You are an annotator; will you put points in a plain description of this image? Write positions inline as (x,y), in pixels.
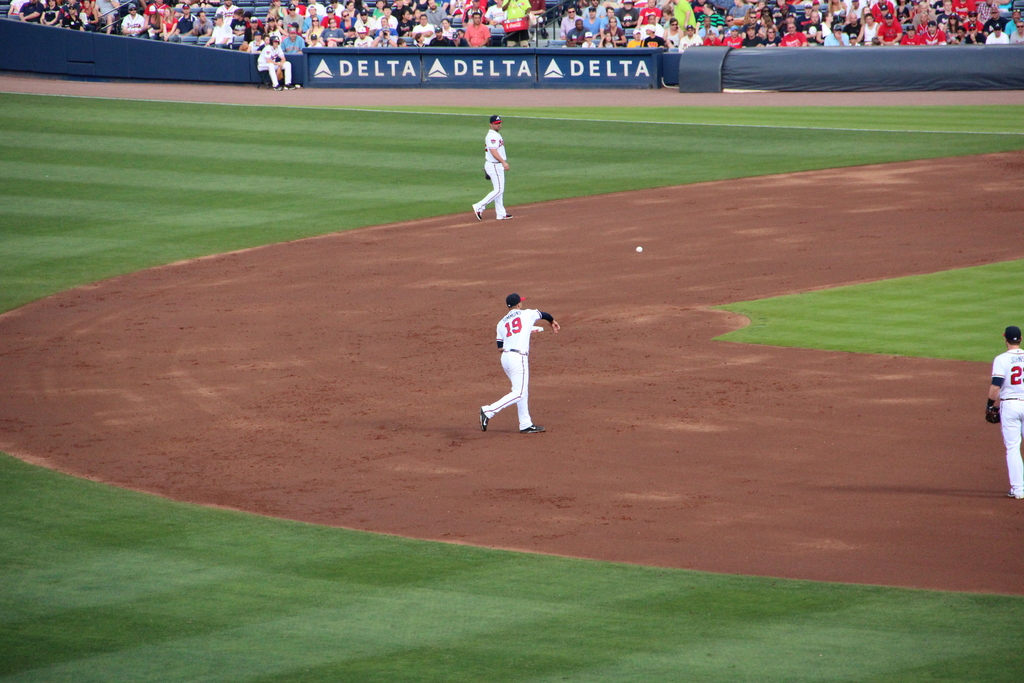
This picture is taken in a baseball court (605,254). In the foreground of the picture (77,626) there is a baseball ground (515,253). In the center of the picture (498,322) there two players (522,378). On the right (1011,420) there is a player (1005,400) standing. In the background (447,19) there are audience (262,29) sitting in chairs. In the background (323,66) there is a hoarding (437,66) and a player (270,66) sitting on a stool (259,72).
